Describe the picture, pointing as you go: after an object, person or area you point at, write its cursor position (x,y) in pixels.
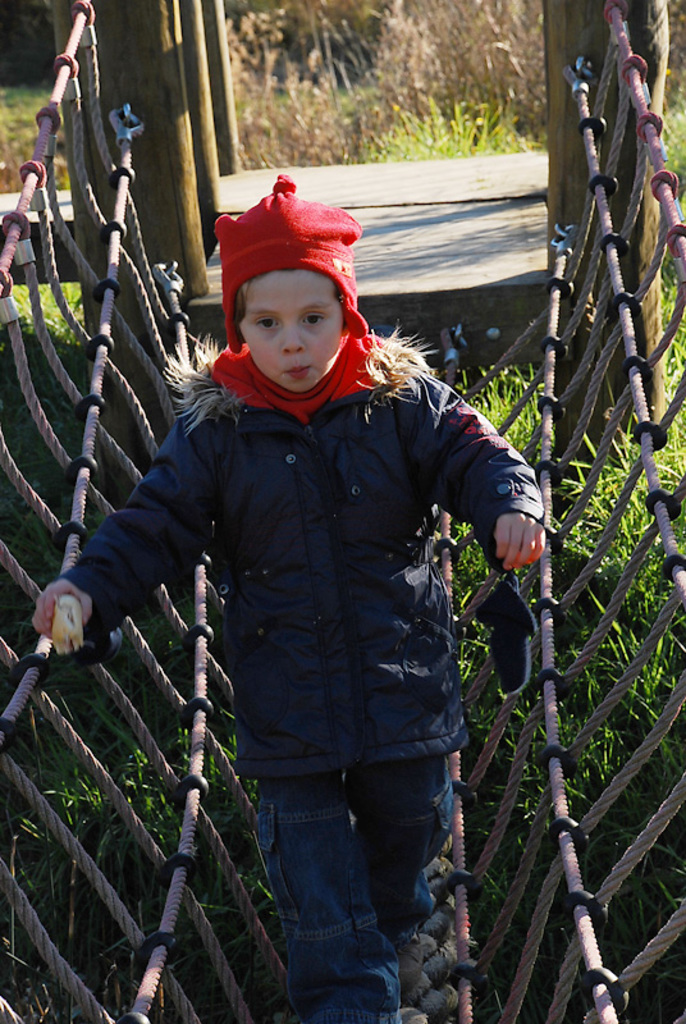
In this image there is a kid (287,679) walking on a bridge (274,952). There is a bridge (658,524) made with ropes (663,515). The kid (90,571) is holding food (58,621) in his hand (40,632). Behind him there is the ground (590,583). There are plants (474,102) and grass (126,638) on the ground (76,869).
